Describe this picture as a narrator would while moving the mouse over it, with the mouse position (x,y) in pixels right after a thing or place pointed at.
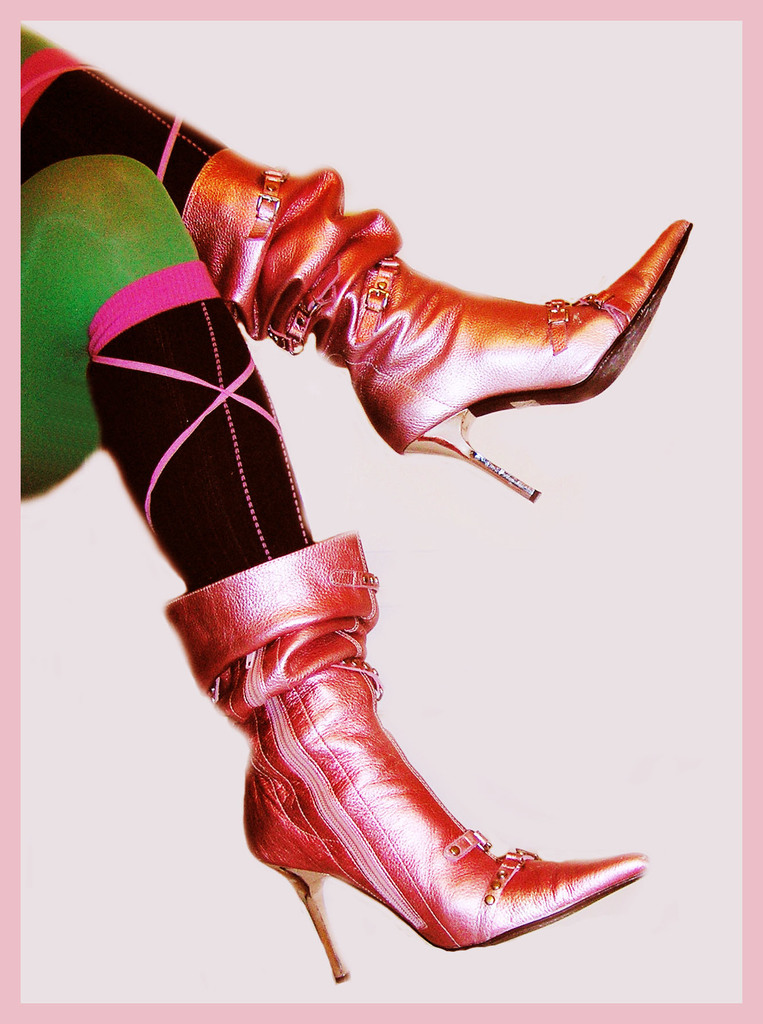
In this image I can see two legs (55,86) and two heels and in the background (665,521) is colored.
